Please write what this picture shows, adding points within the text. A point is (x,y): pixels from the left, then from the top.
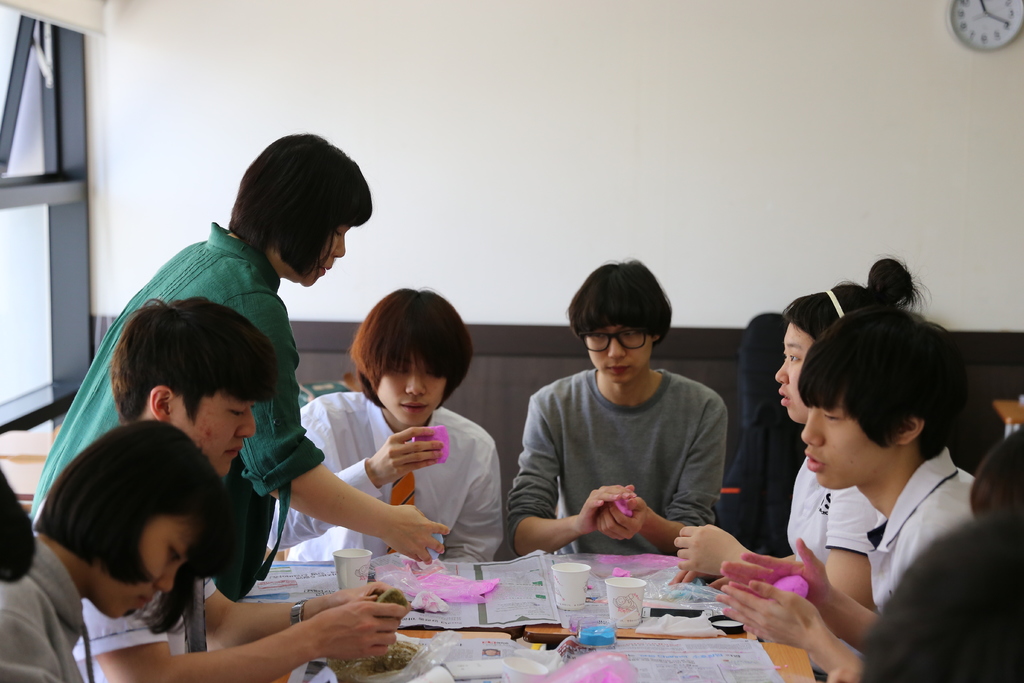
Here we can see few persons (712,518) are sitting on the chairs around a table (665,641). On the table (711,639) we can see papers (422,611), cups (643,607), and plastic bags (688,586). In the background (602,227) we can see wall (824,244) and a clock (988,11).
